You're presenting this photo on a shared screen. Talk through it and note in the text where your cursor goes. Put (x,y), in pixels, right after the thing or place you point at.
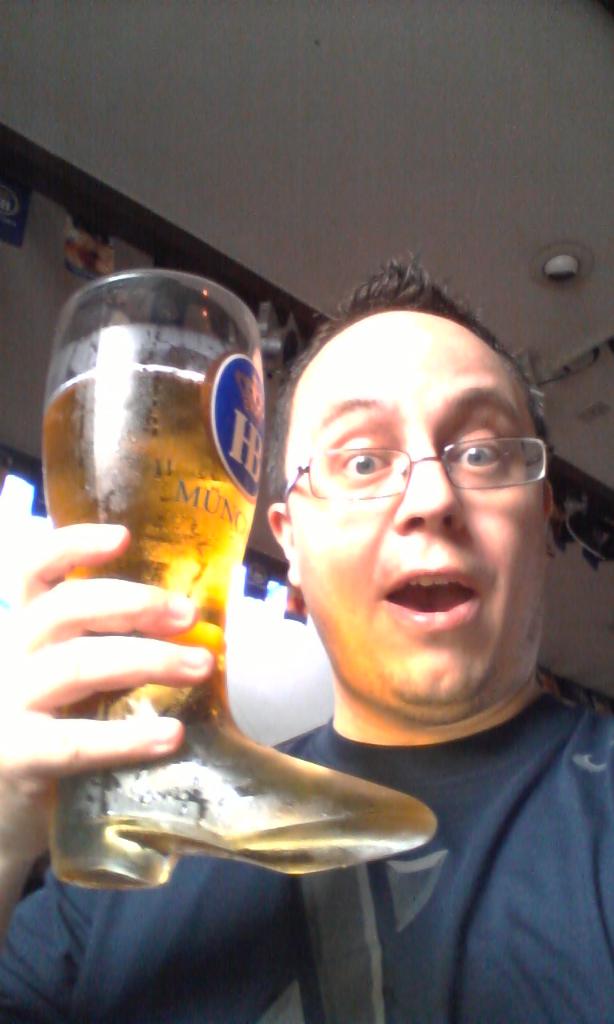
This image is taken indoors. At the top of the image (311,126) there is a ceiling (356,124). In the background (557,555) there is a wall (36,423). In the middle of the image (311,514) there is a man (438,681) and he is holding a glass (158,771) with beer (158,471) which is in the shoe shape in his hands (117,666).
